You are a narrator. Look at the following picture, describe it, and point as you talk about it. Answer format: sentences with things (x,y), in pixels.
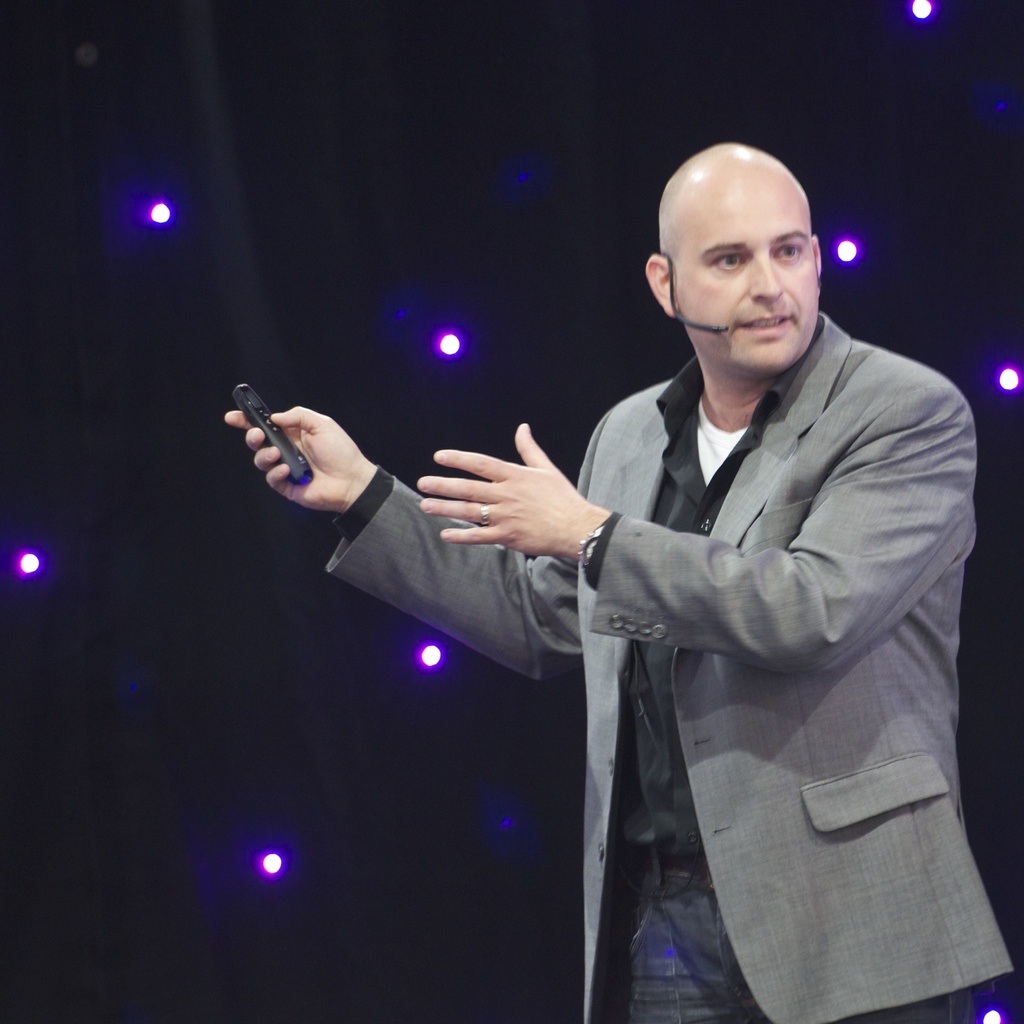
In the image we can see a man (903,704) standing, wearing clothes (831,746), wrist watch (582,545), finger ring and he is holding an object (277,437) in his hand (325,458). Here we can see microphones (717,326) and he is talking. The background (338,379) is dark and we can see tiny lights (457,343).
